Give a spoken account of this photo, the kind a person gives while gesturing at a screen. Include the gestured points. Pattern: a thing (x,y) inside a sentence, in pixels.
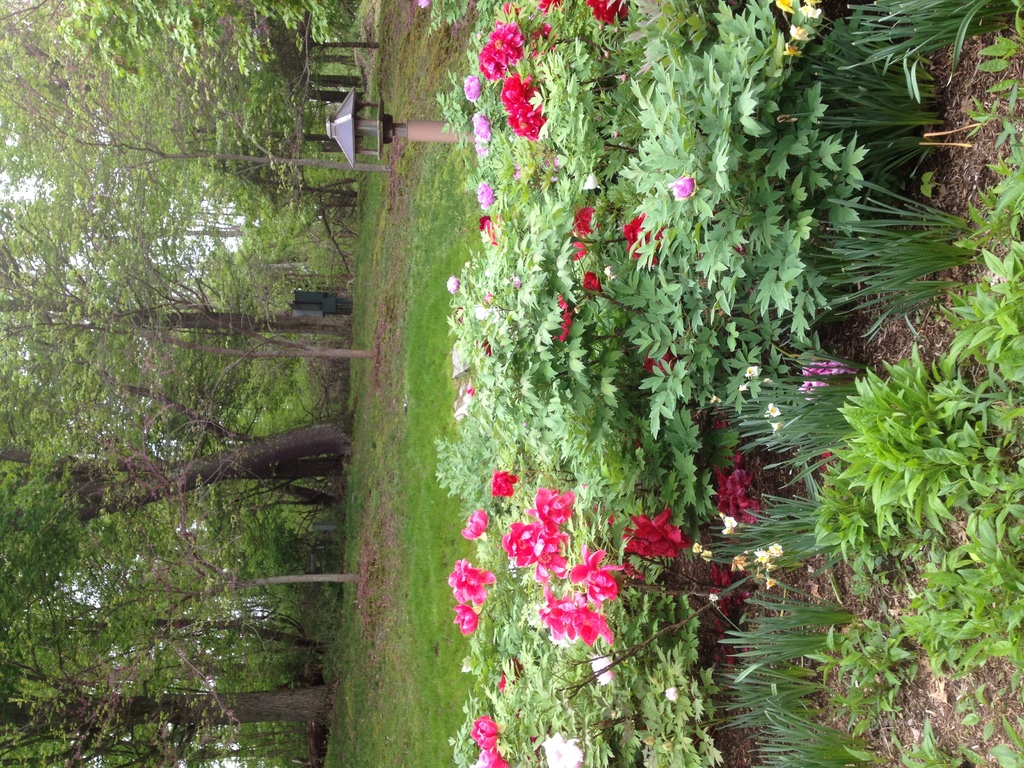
In this picture I can see flower plants (581,381). I can see green grass (422,578). I can see trees (220,359).
